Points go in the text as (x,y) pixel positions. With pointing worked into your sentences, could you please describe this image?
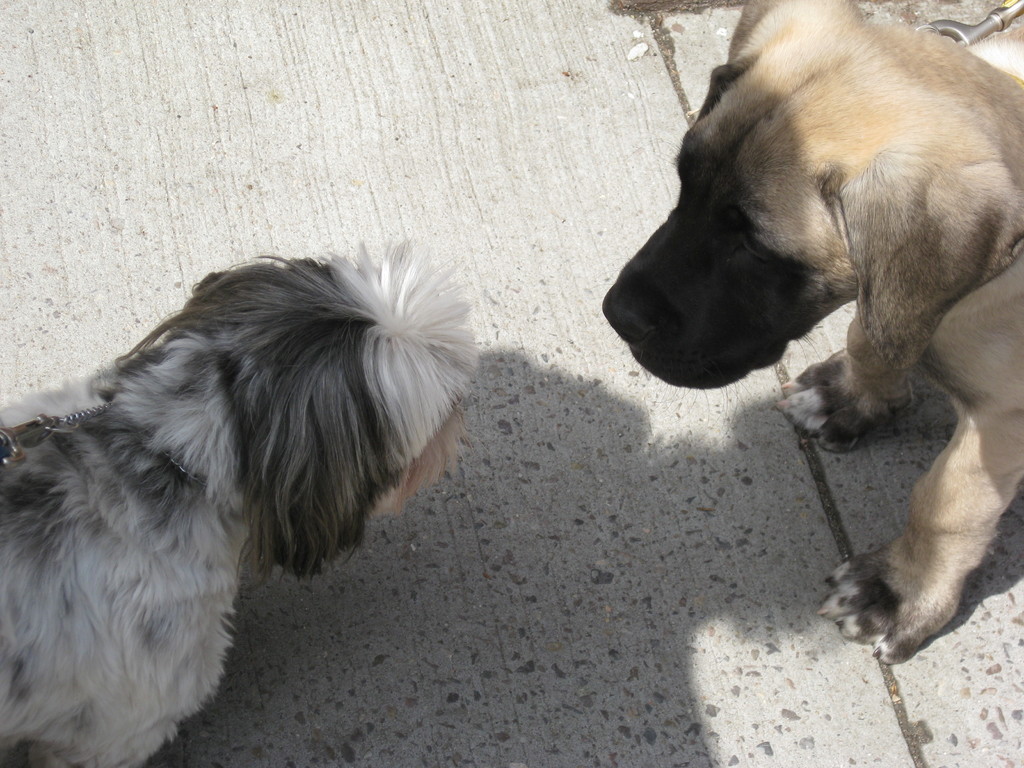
In this picture we can see two dogs (384,450) on the ground (626,449).
